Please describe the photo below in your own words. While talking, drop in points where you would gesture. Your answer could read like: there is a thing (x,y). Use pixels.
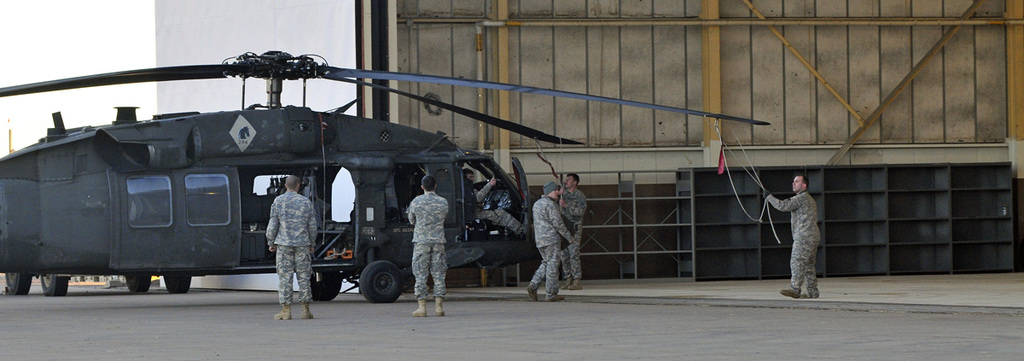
Here we can see helicopter (237,185), people (300,247) and racks (969,210). One person (489,182) is sitting inside this helicopter (412,191).
